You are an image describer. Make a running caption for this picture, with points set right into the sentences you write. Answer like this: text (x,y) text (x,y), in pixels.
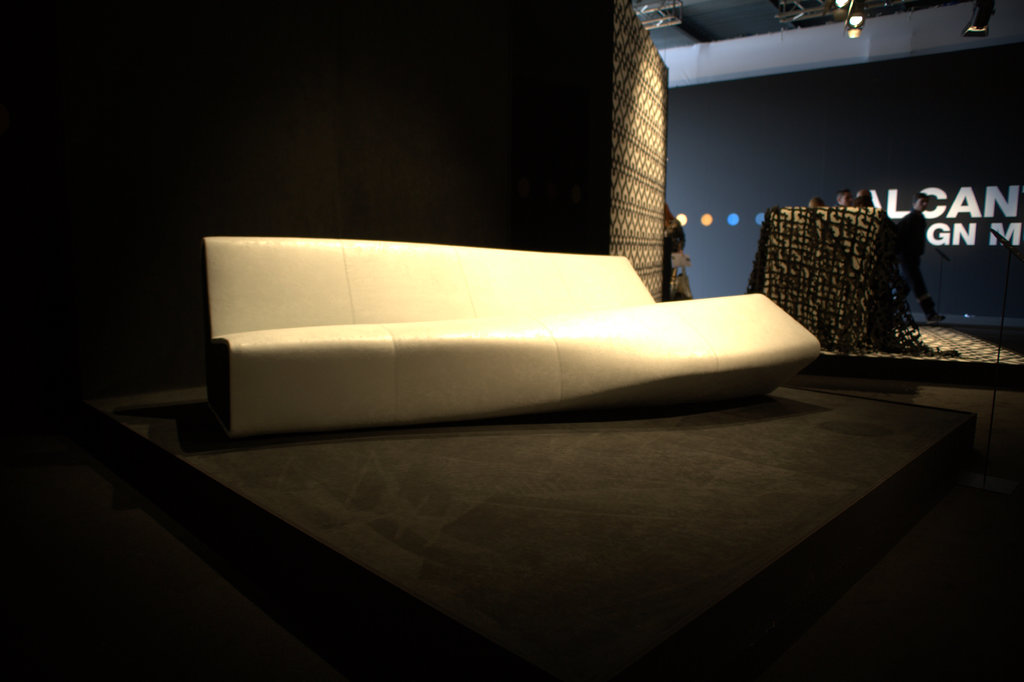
In this image we can see the couch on the stage (593,443), there are few people (820,208), lights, also we can see the wall (843,119) with text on it.
